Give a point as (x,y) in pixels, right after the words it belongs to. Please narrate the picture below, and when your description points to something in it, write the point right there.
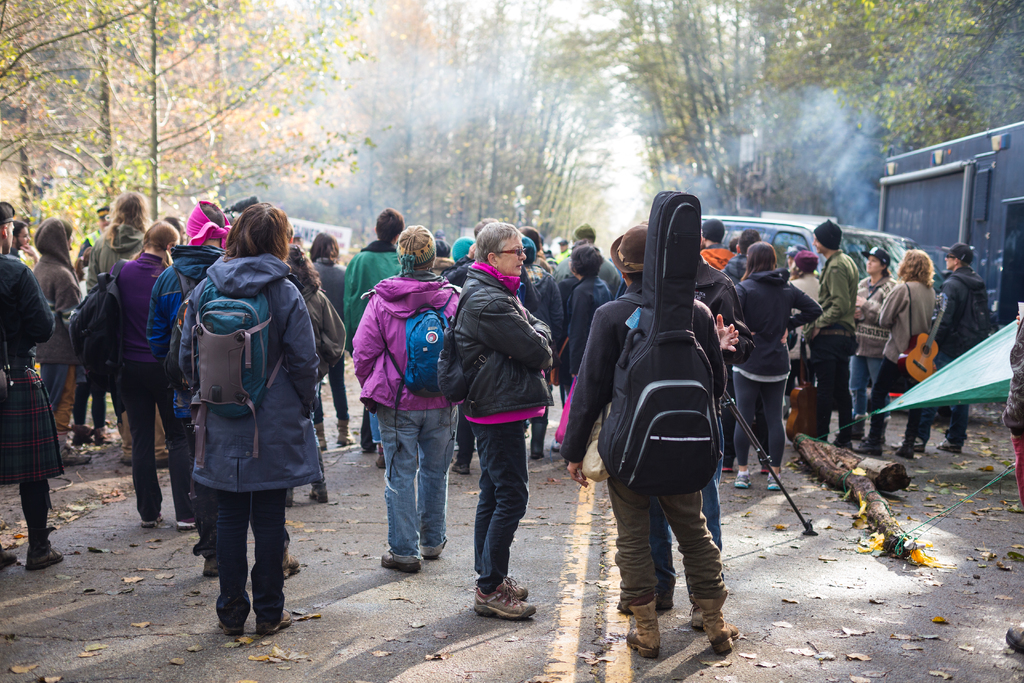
In this image there are many people (543,352) standing on the streets (75,662), in front of them there is a car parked and there is a dark truck (931,181) with lamps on it, in the background of the image (794,158) there are trees (282,164).
